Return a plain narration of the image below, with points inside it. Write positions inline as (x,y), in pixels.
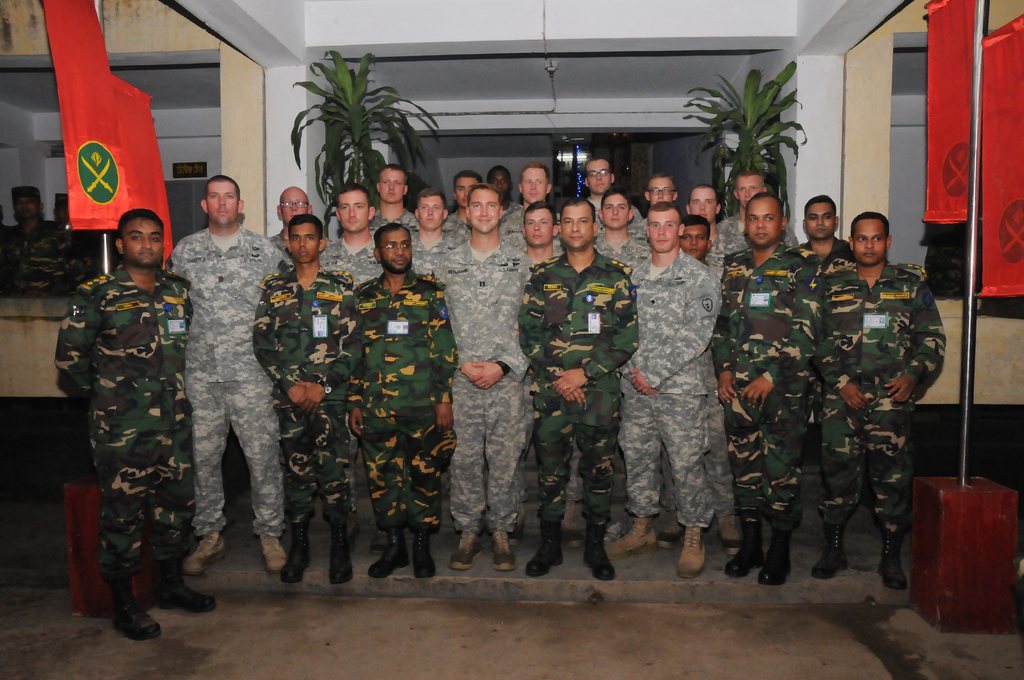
In this image I can see number of persons (470,405) wearing uniforms (325,344) are standing and I can see few poles (969,225), few flags (991,178) which are red in color, few plants (750,138) and a building (513,75).
